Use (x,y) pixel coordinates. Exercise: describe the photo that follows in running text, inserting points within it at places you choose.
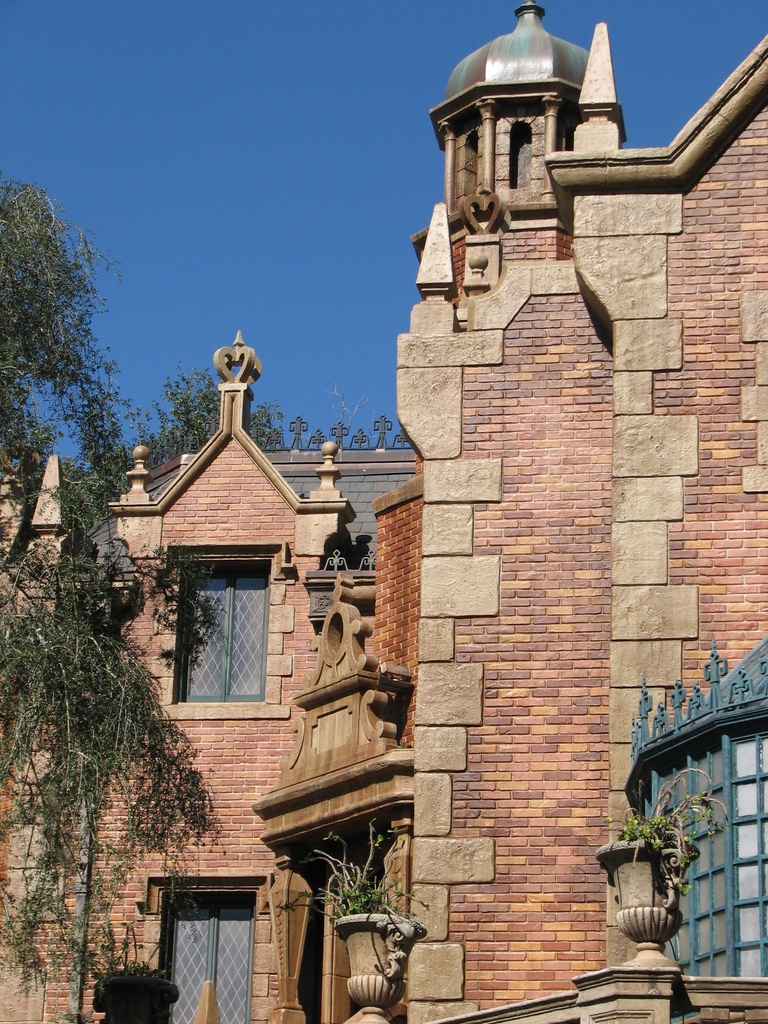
In this image in front (39,827) there are trees (162,428) and we can see buildings (383,479) with the windows (190,971). In the background (269,304) there is sky (313,160).
